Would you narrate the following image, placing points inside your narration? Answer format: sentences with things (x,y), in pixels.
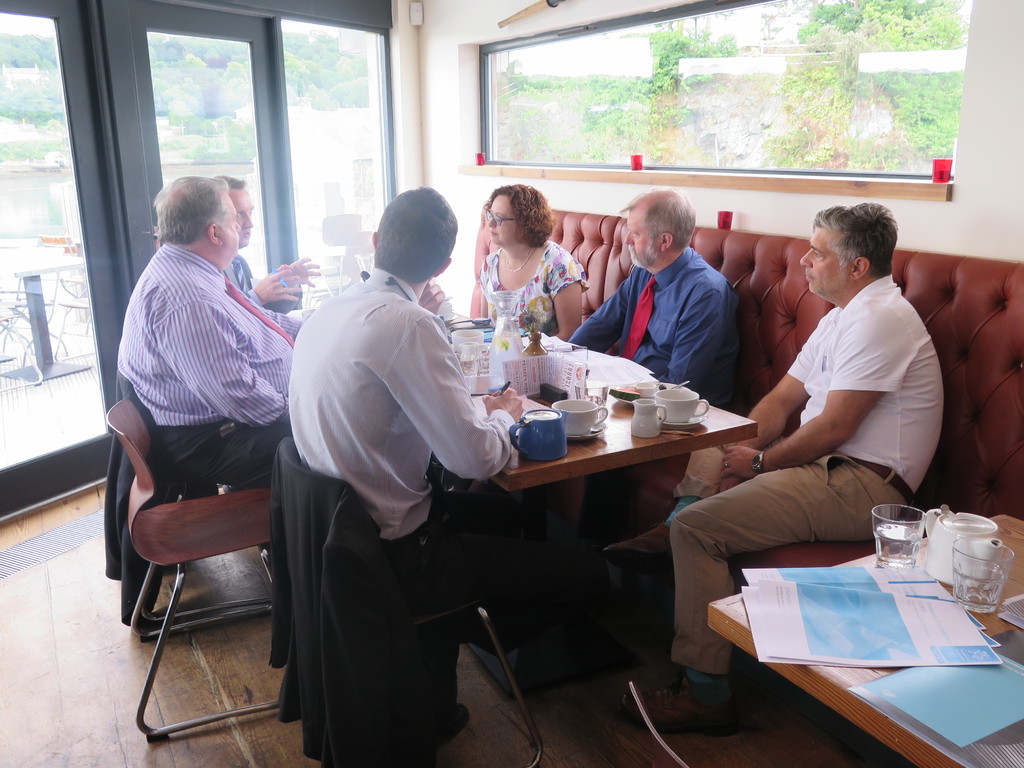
There are group of people (371,288) sitting in front of a table (517,340) which has cups (562,404) and some papers (540,356) on it and there is a door (299,188) beside them and there are trees (223,85) in the background (627,86).
